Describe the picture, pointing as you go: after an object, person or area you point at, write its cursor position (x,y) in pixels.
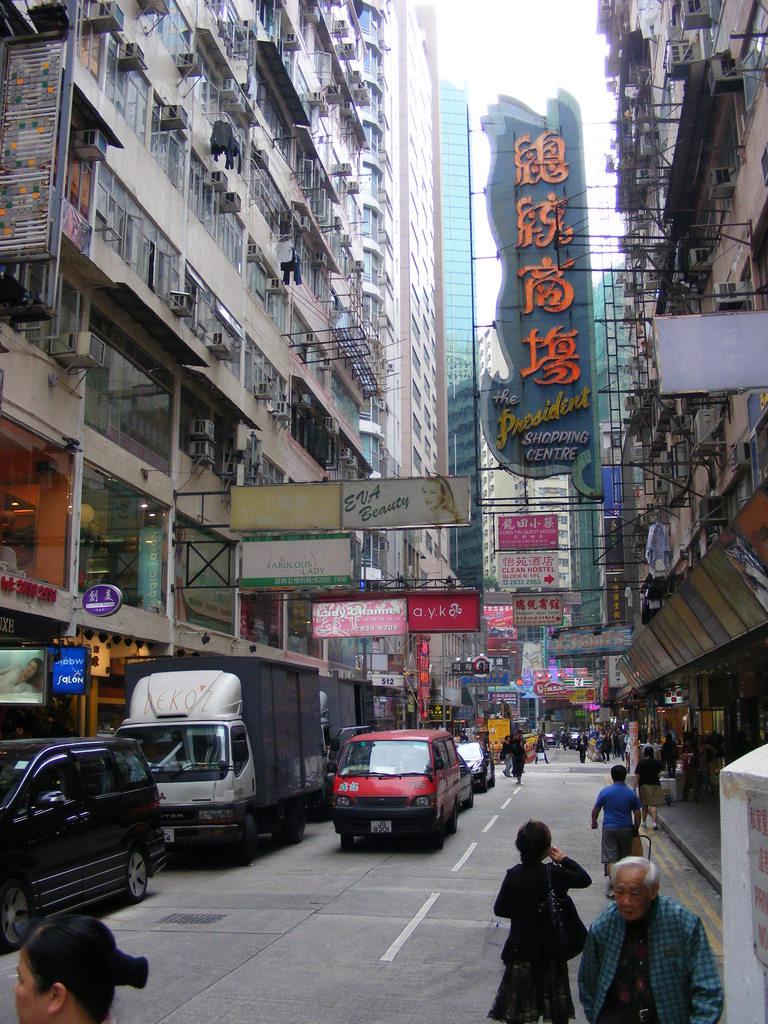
In this image I can see the road (368,855), few vehicles (255,814) on the road (533,785), few persons (525,990) standing on the road (525,794), few boards (336,562) and few buildings (268,391) on both sides of the road (447,858). In the background (569,50) I can see the sky (569,50).
